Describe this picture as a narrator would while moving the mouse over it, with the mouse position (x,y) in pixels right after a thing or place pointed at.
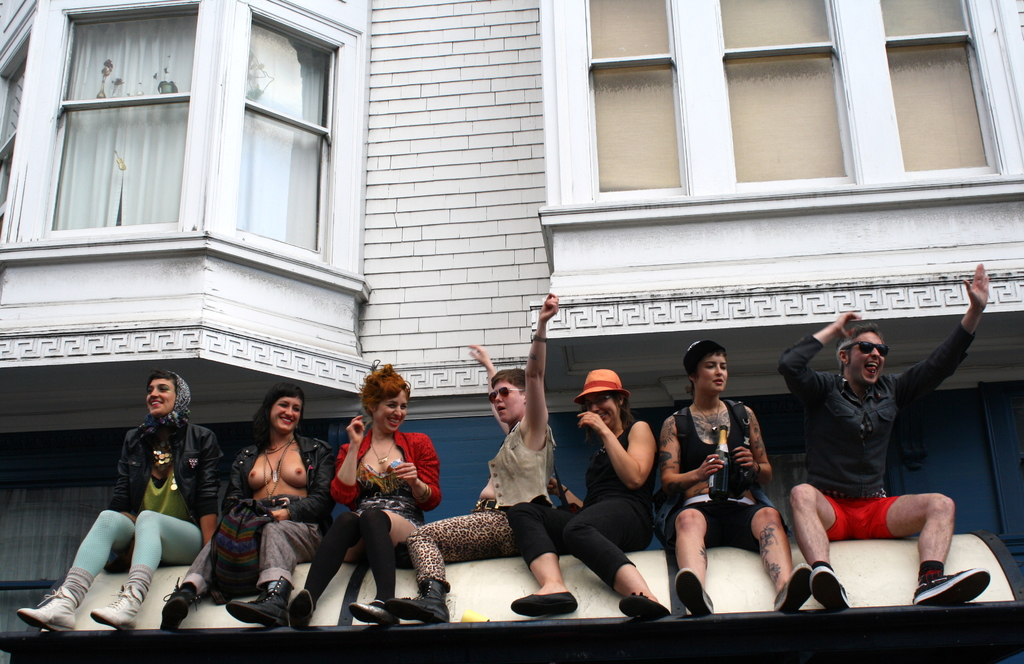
In this image there is a building (634,107) and we can see windows (138,159). At the bottom (630,454) there are people (305,444) sitting. The person (692,522) sitting on the right (735,524) is holding a bottle (727,460).
